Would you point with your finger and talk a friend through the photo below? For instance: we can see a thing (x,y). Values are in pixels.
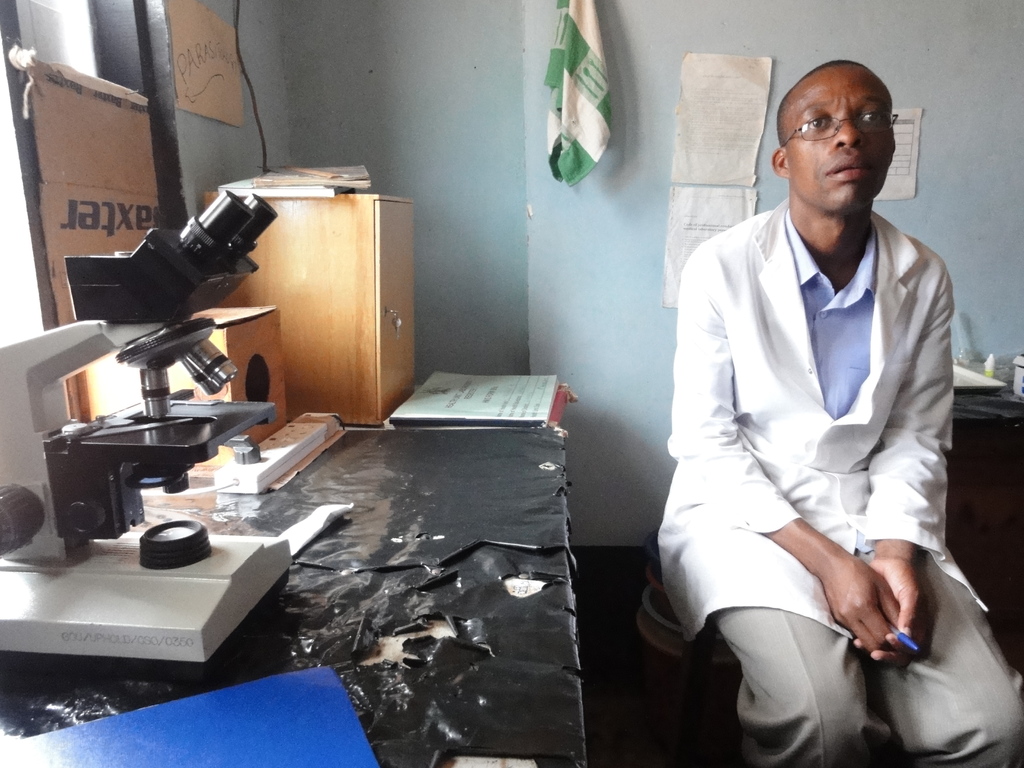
It looks like a science lab (417,233), there is a microscope (165,405) on the table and also a switch board (310,441) and some books (513,404) beside it, to the right side of the table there is a man (712,516) sitting on a chair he is wearing a white coat (813,463) in the background (636,226) there is a blue color wall (652,147).
